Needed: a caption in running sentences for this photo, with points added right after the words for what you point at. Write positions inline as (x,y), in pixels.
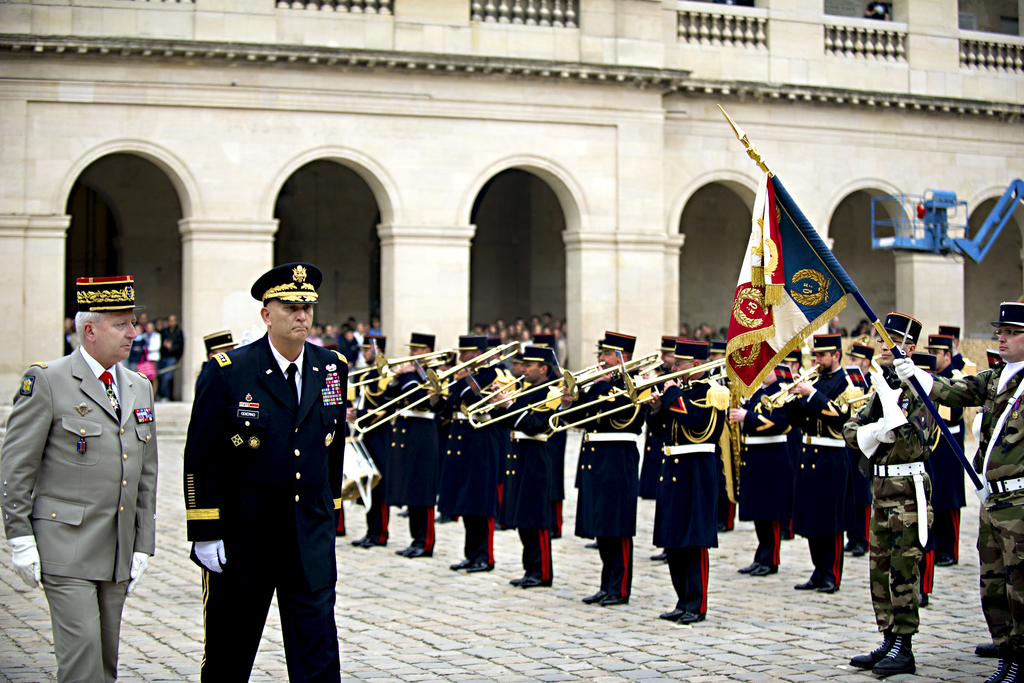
In the image in the left (96,520) two people (140,533) are walking. They are wearing uniform (196,430). In the background (452,454) there are many people (636,445) playing musical instruments (655,399). In the right (993,401) a man (988,502) is holding a flag (775,291). In the background (683,281) there is building (459,323). Few people (141,325) are standing here. On the ground (519,634) there are cobblestone (391,594).
